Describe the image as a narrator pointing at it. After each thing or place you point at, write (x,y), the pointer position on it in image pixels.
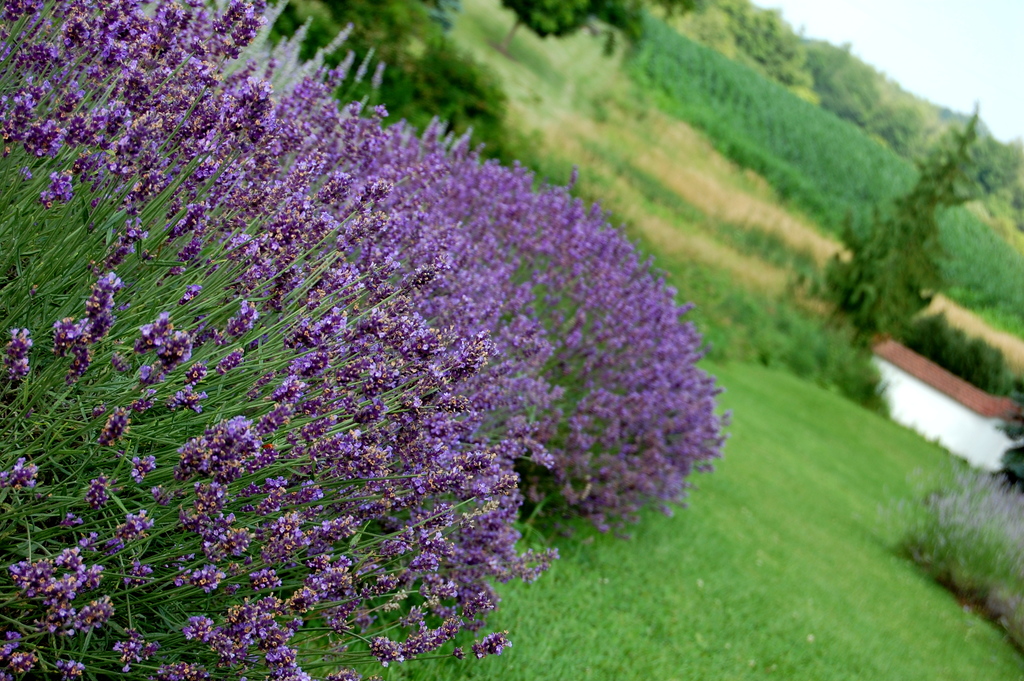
We can see grass (650,659), plants (967,561) and flowers (410,168). In the background (967,345) we can see trees (948,196) and sky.
